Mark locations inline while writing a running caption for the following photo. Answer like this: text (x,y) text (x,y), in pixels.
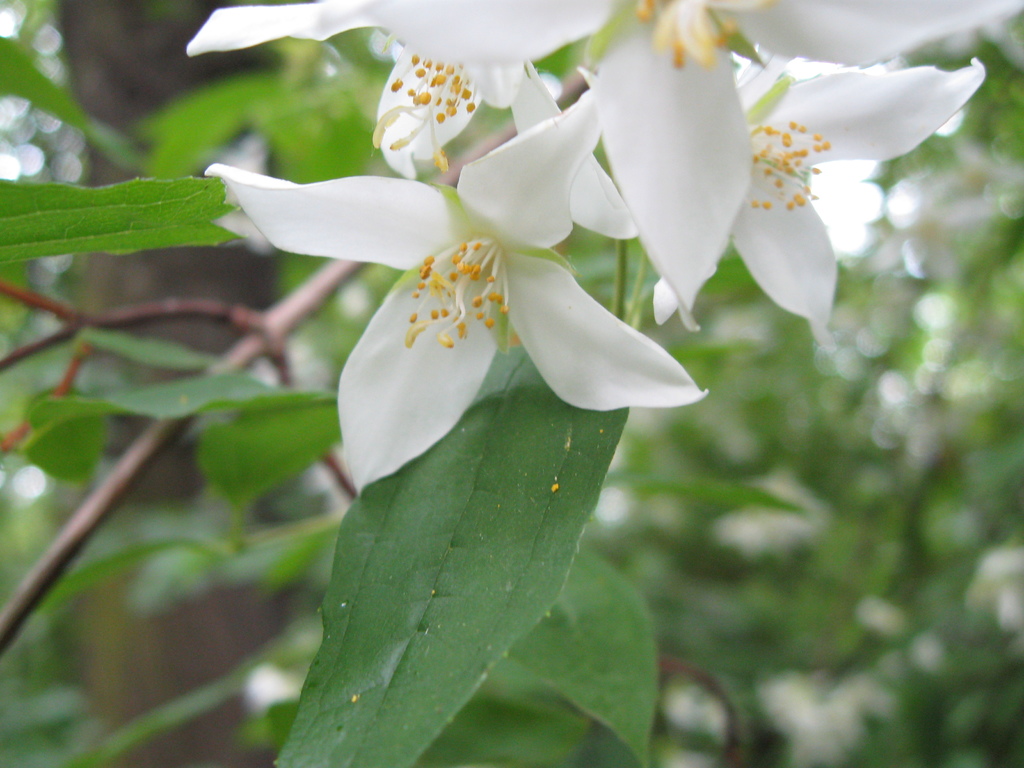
In this picture I can see white flowers (402,326) and leaves (495,752), and there is blur background (768,636).
